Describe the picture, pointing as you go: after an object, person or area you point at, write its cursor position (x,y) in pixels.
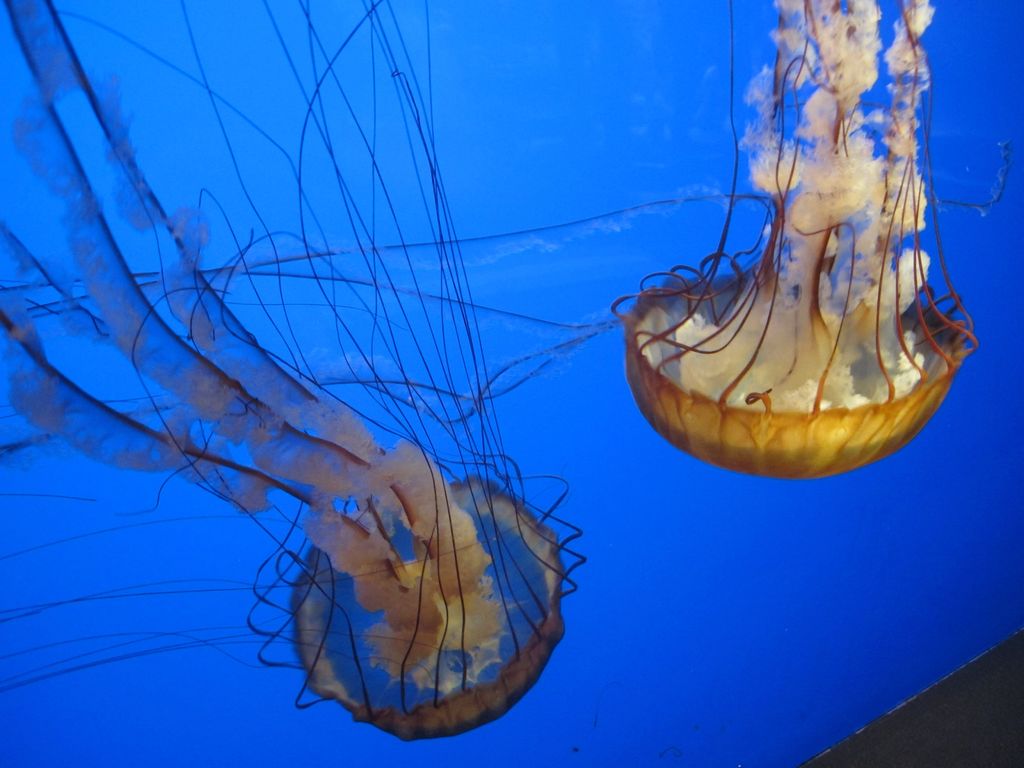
In this image we can see two jellyfishes (830,346) in the water (496,328).
